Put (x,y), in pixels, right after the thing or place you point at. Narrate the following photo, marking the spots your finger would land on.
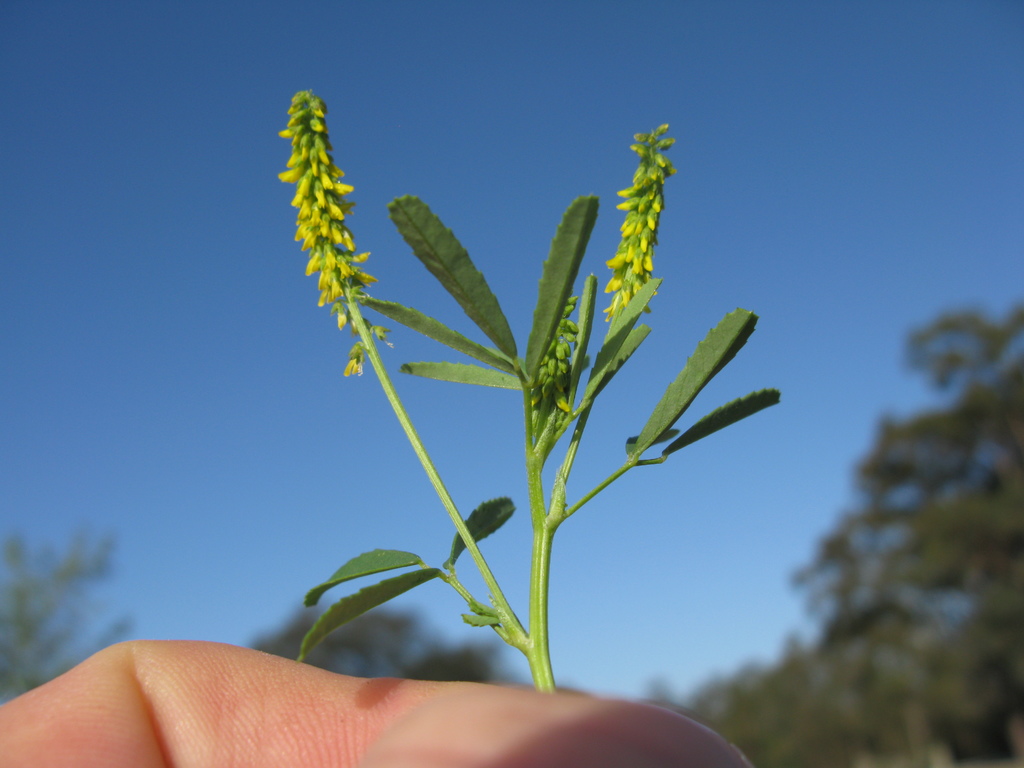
In this image, we can see a hand (676,761) of a person (657,755) holding a small plant (569,418), in the background (999,556) we can see some trees (942,577), at the top (534,108) there is a blue sky (507,93).
